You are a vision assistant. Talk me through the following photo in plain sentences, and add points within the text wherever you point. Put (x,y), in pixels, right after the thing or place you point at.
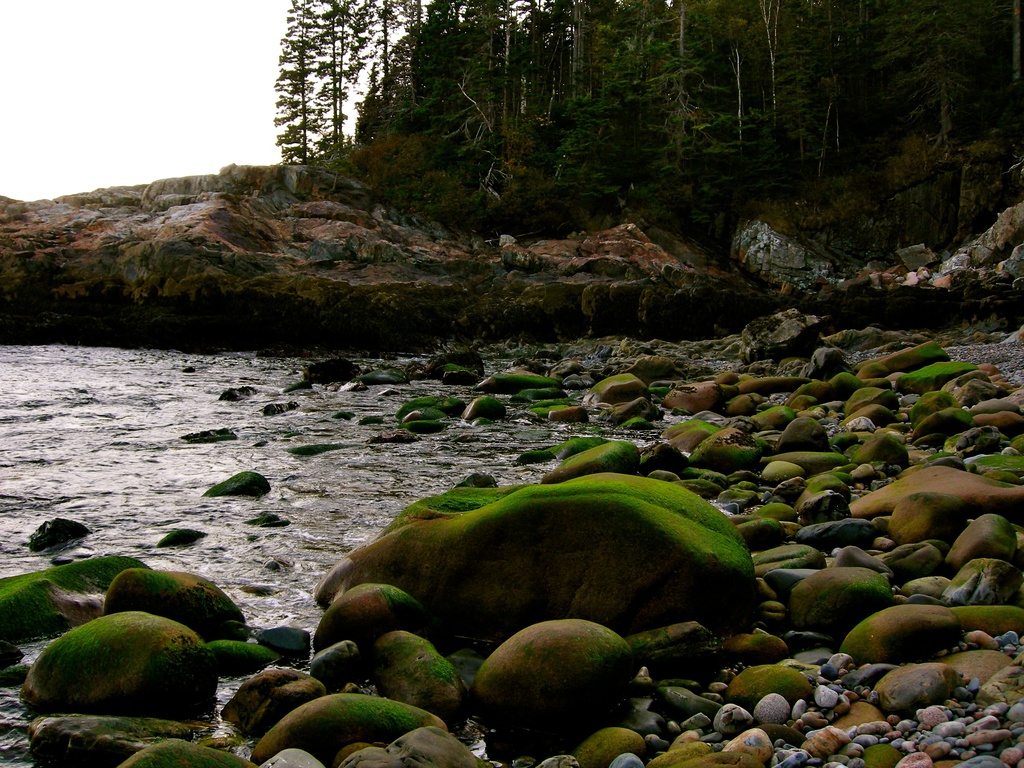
In this image I can see stones (477,528), water (318,478), mountains (536,317) and trees (618,85). On the top left (58,95) I can see the sky (246,35). This image is taken during a day may be near the ocean (150,397).
